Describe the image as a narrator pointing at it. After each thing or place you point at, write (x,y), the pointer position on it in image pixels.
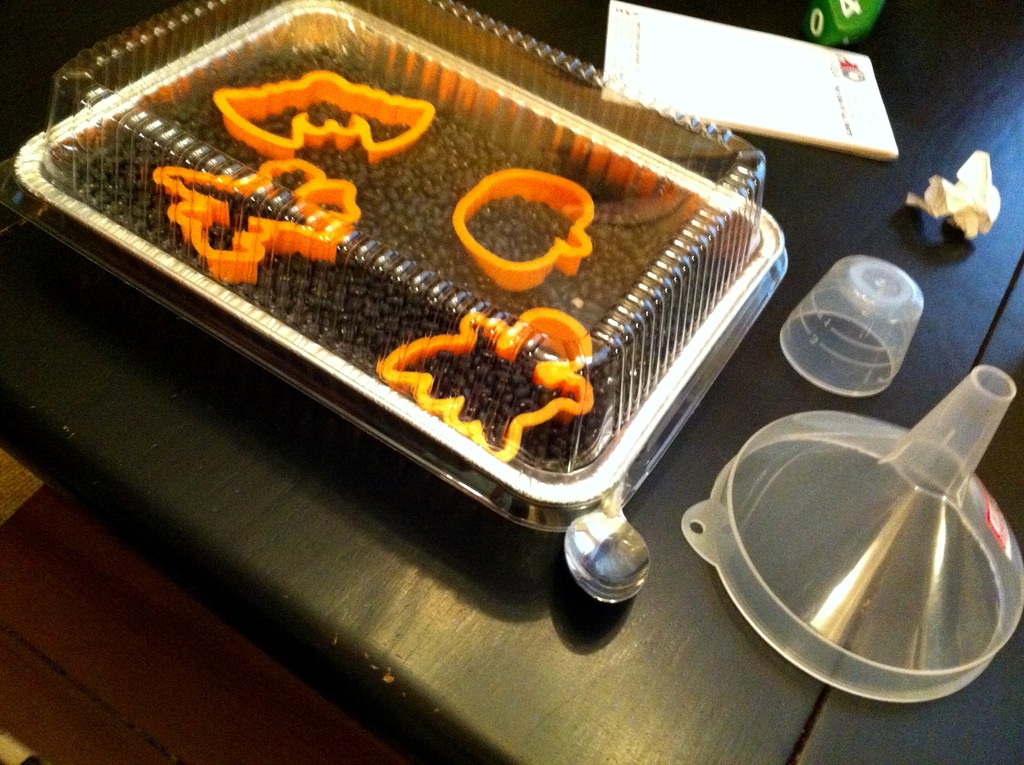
In this image I can see the black color table (235,475). On the table (235,475) I can see the tray (417,286) and there are orange color molds (443,403) in it. To the side there is funnel (831,411) and the glass (843,329). I can also see the book (854,92) and also the tissue paper (929,190) in it.
